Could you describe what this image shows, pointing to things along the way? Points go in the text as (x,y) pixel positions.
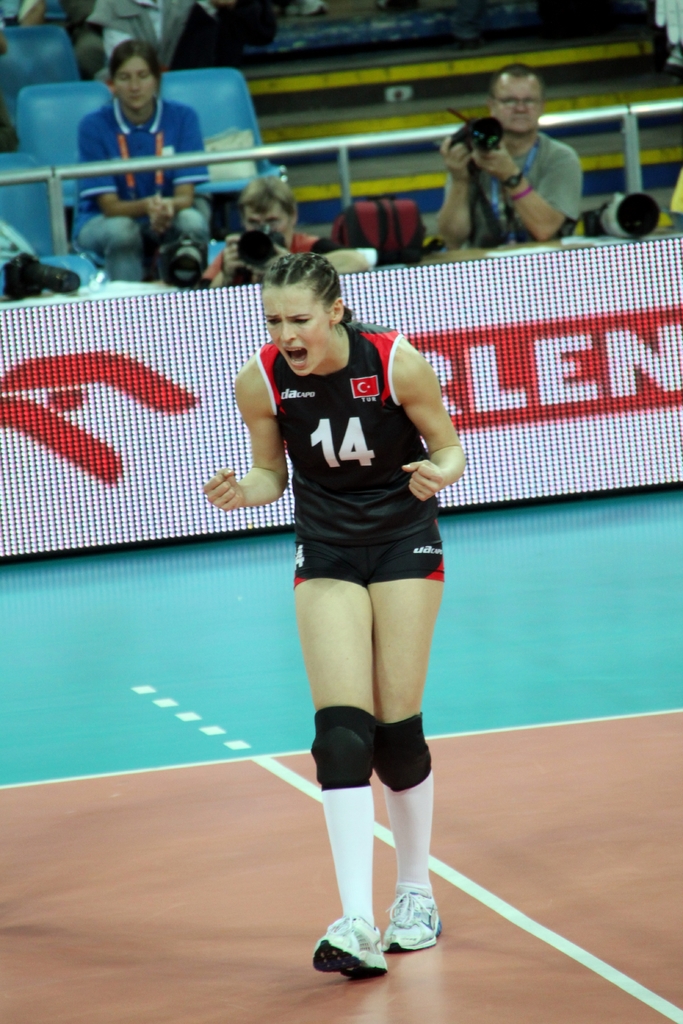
In the foreground of this image (327,569), there is a woman (323,430) in black dress (332,419) standing on a volleyball court (476,881). In the background (483,195), there are two persons (516,183) holding camera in their hands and on top (204,81) there is a woman (174,124), stairs (353,91) and chairs (198,104).
